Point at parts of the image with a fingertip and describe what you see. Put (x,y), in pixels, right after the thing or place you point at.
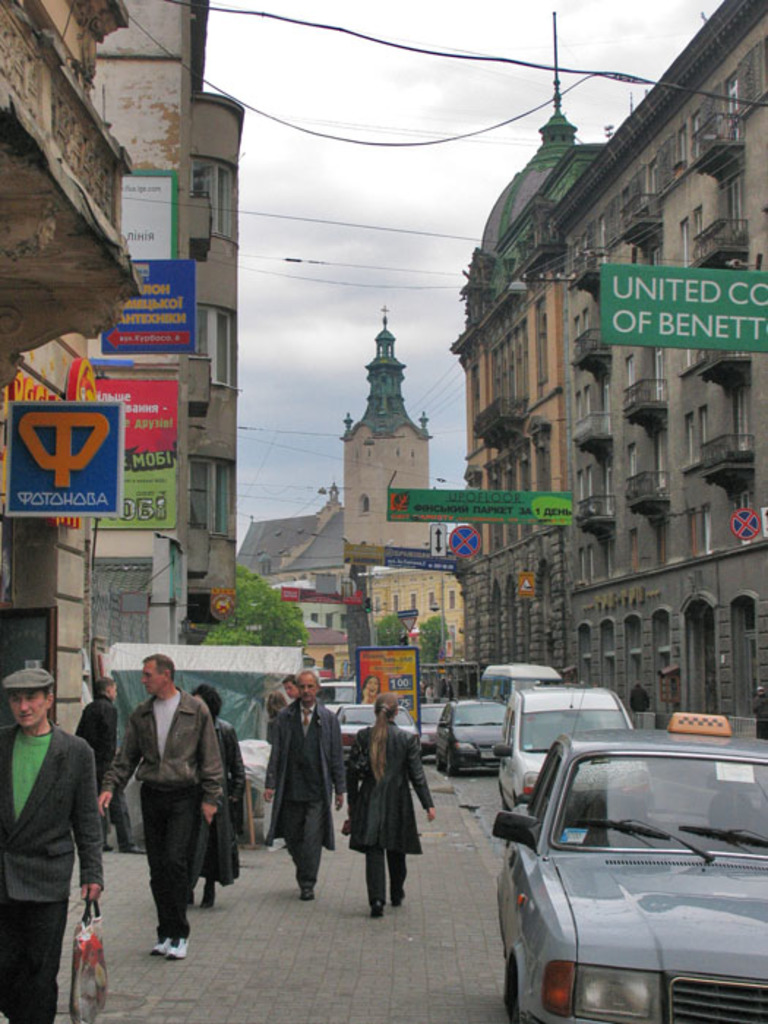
In this image we can see the vehicles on the road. And we can see some people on the pedestrian walkway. And we can see the buildings (337,641), windows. And we can see the trees (263,601), sign boards (651,322). And some other boards (460,498) can be seen.
